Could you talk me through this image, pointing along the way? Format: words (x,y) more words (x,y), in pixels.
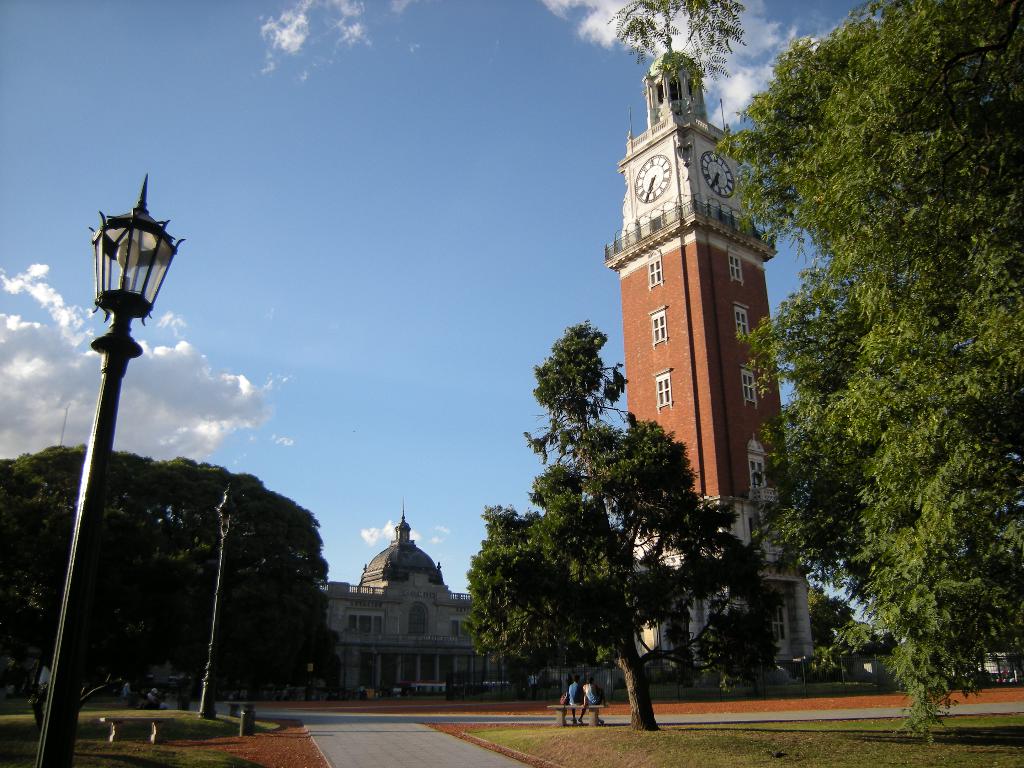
In this image we can see a building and a clock tower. We can also see some street poles (214,595), benches (148,719), a container (240,730) on the ground (441,760), the pathway (428,752), some grass (597,748), two people (592,701) sitting on a bench (580,707), a group of trees (658,523) and the sky (428,437) which looks cloudy.
